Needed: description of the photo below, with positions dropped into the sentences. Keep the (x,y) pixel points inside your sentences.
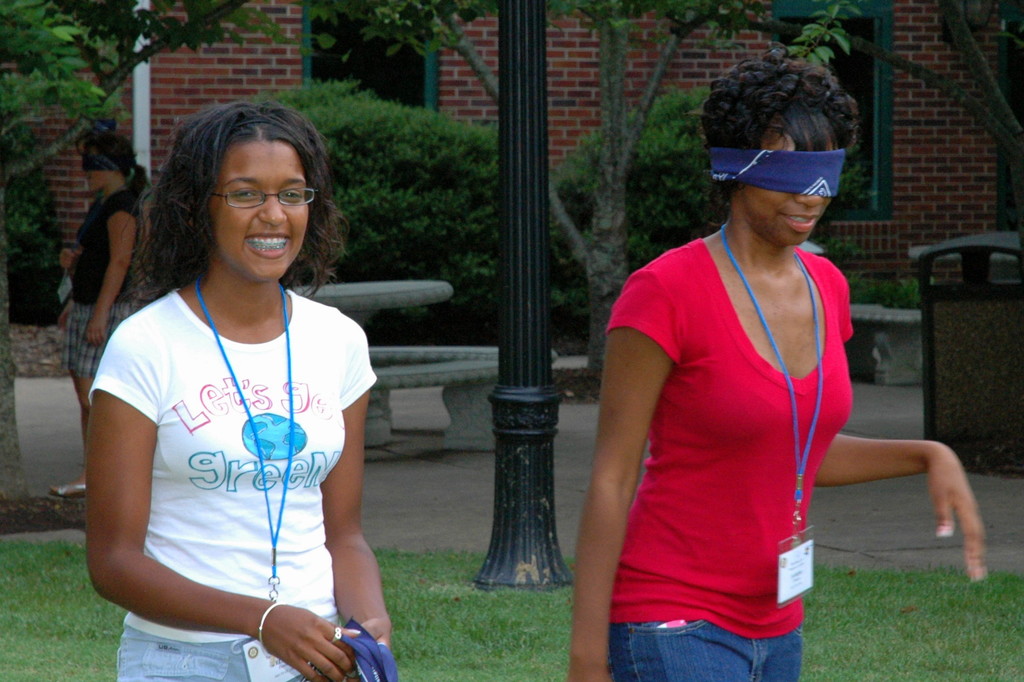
In this picture I can see there are two women (622,578) standing here, one of them is blindfolded and the other is wearing spectacles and smiling. In the backdrop (138,207) there is another women (86,380) standing and there are trees (10,120), plants (420,327) and there is a building (236,56) and a stone table (485,439).
